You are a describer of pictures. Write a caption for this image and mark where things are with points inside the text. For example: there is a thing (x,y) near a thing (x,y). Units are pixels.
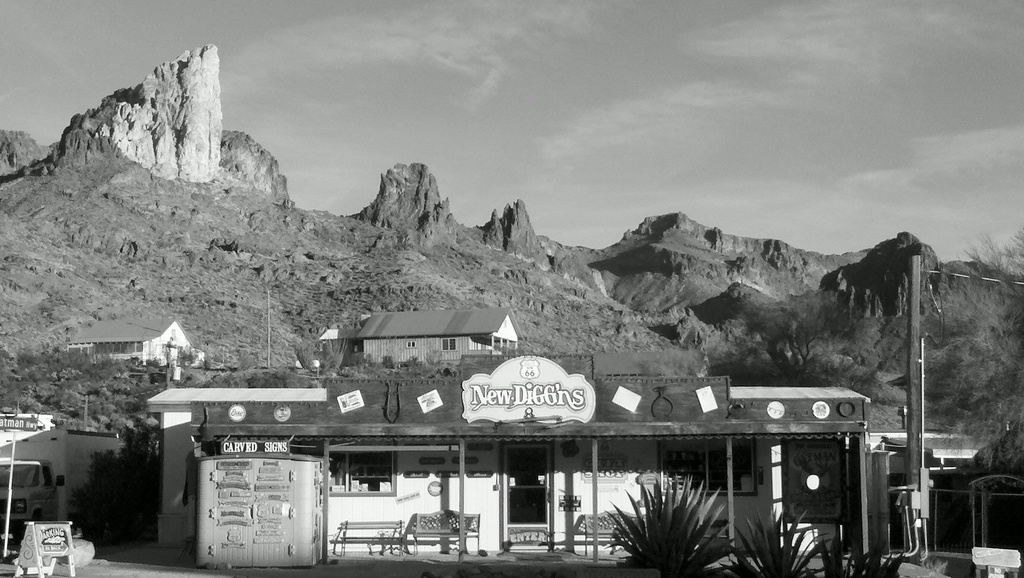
In this picture we can see houses (450,320) with windows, vehicle (95,449), benches (344,533), door (521,512), fence (954,543), trees (833,342), mountains (571,284) and in the background (298,117) we can see the sky (298,117) with clouds (901,64).
